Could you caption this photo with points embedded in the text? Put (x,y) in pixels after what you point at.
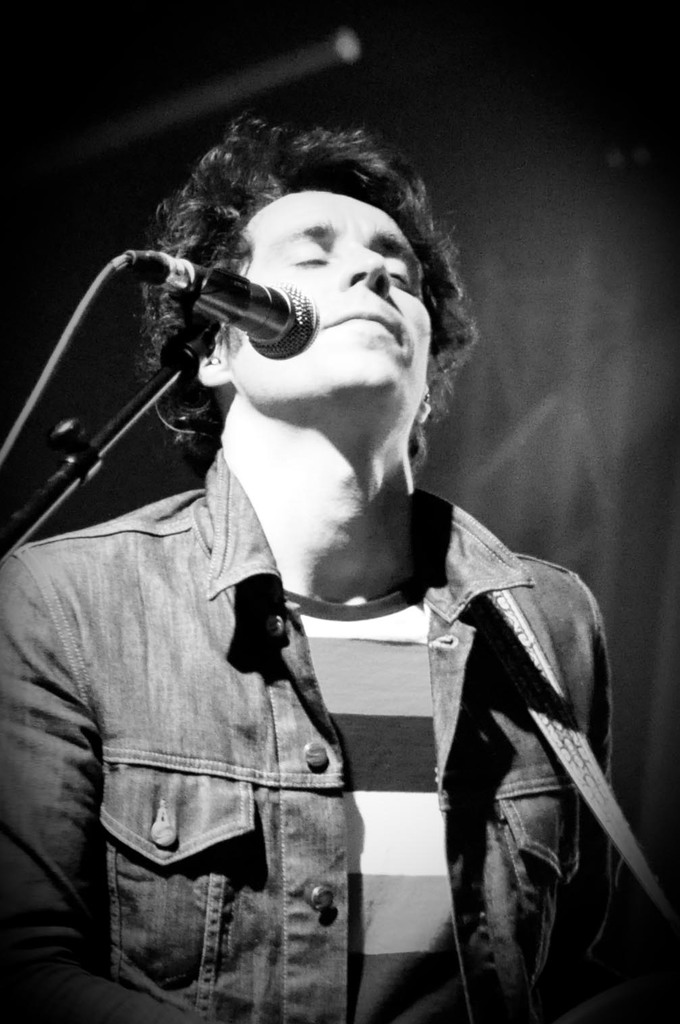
In this image there is a man (212,537) standing in front of microphone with closed eyes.
